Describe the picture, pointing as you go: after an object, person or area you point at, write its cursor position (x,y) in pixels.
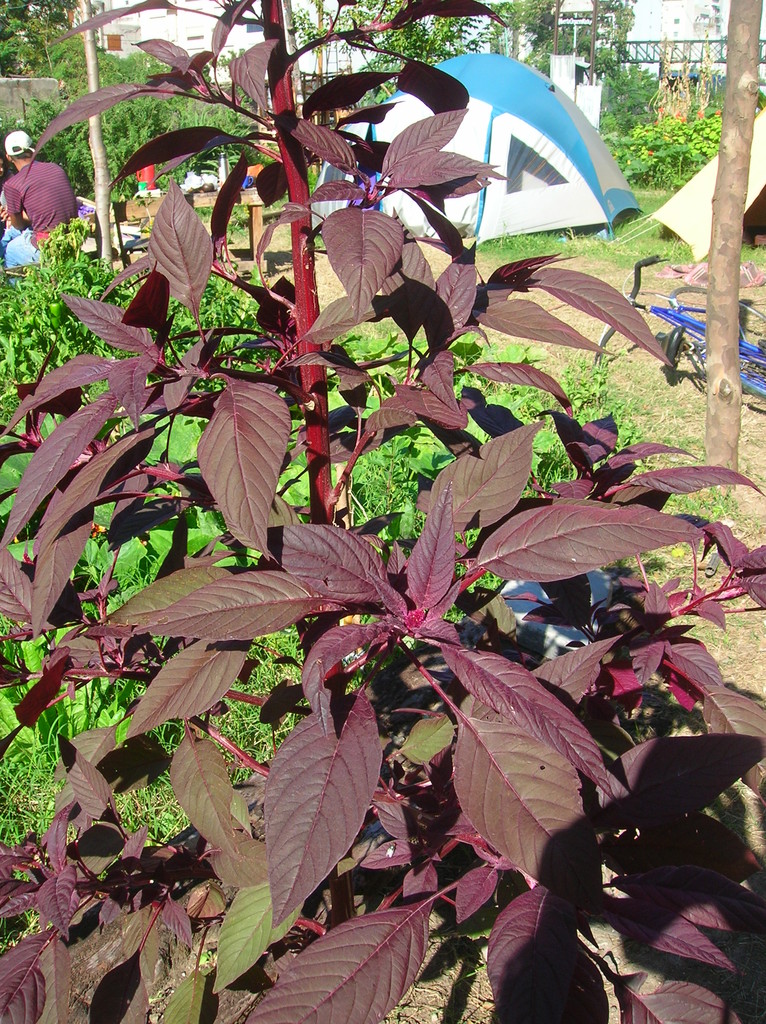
This image looks like it is clicked in a garden (518,799). In the front (338,723), we can see many plants (293,760). The leaves (460,733) are in red color. On the right (526,105), there are tents (552,216). On the left (31,226), there is a man (25,249). At the bottom (445,993), there is a ground (448,1004).
